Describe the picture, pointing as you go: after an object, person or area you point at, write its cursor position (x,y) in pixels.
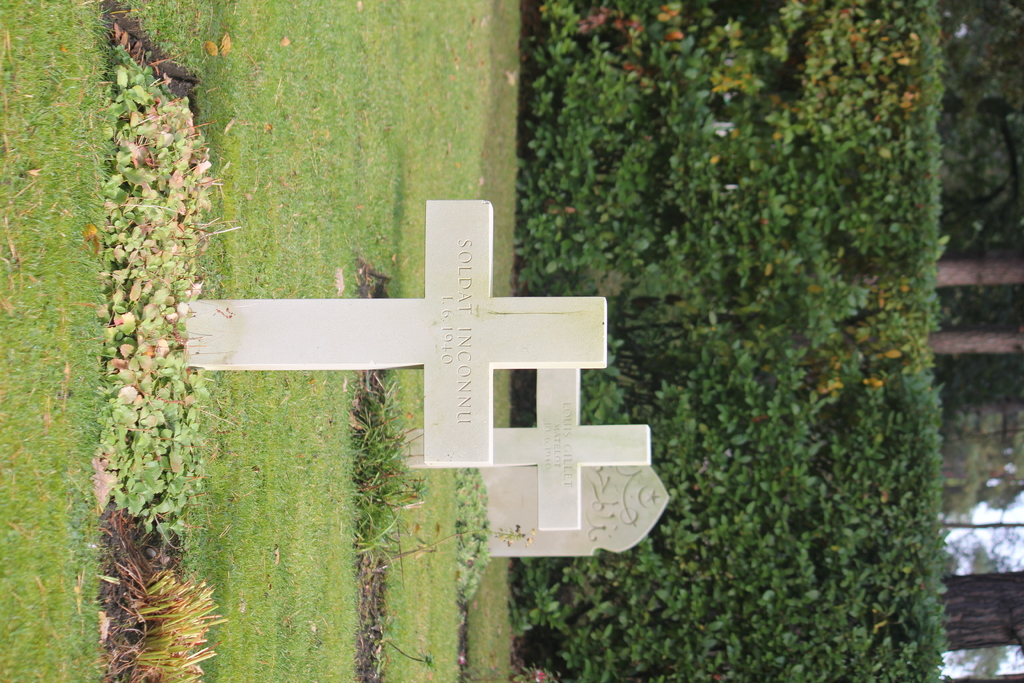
In this image I can see two cross symbols (571,414) in white color. I can see a cemetery (607,503), few green trees (724,167) and grass (316,213).
